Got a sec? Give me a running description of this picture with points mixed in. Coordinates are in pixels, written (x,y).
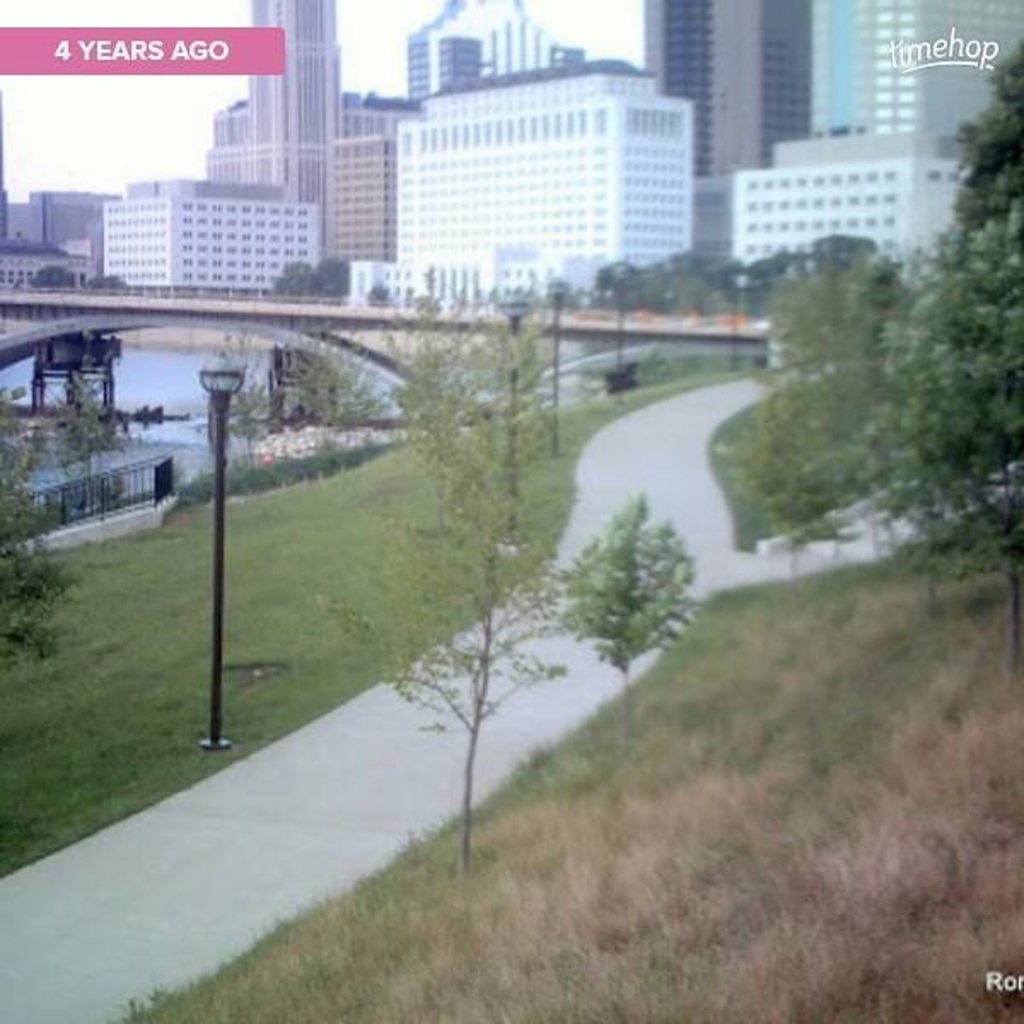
In this image in the background (418,188) there are some buildings (280,222) and trees (706,292) and in the center (672,345) there is one bridge (565,329), at the bottom (164,804) there is a walkway (513,679) on the right side (914,417) there are some trees (879,332) and grass (721,854). And on the left side (183,378) there is one pond (179,360) and a fence (85,511) and grass (261,548), on the top of the image (115,44) there is some text (931,59) written.
